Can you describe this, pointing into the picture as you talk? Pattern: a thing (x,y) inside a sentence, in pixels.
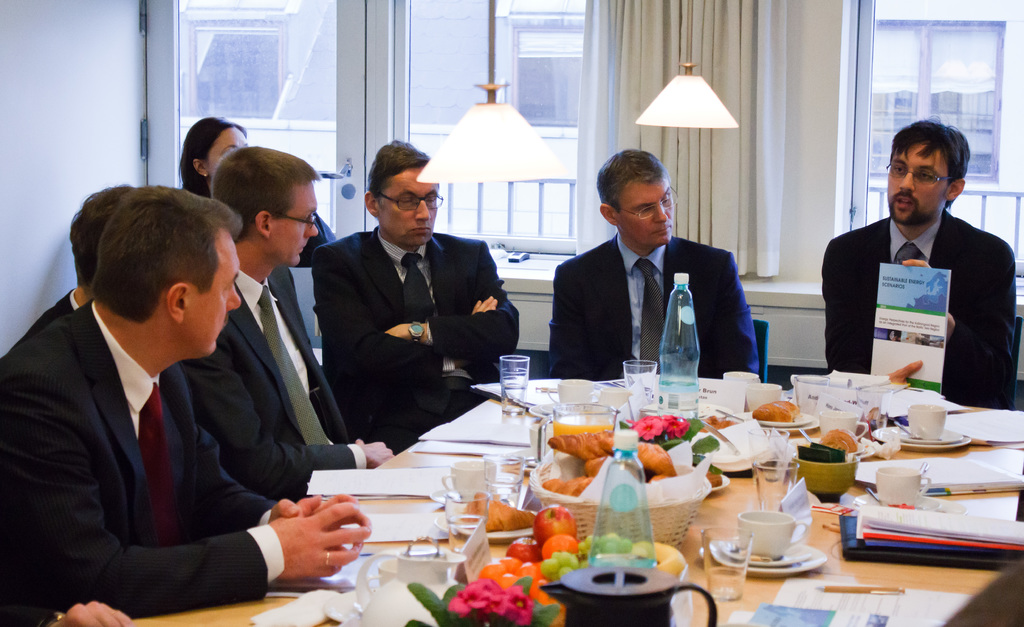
This picture is taken inside the room (801,277). In this image, we can see a group of people (672,272) sitting on the chair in front of the table (968,584). On that table (968,584), we can see two bottles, glasses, coffee cup (887,479), books (798,616), papers (790,603), bowl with some food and bowl (676,567) with some fruits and a cloth (283,610) on the table (905,568), pen (885,591), plate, water glass (481,495), plant (477,621) with some flower (508,616). On the right side (899,377), we can see a man (1005,295) sitting on the chair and holding a book (906,290) in his hand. In the background (560,98), we can see few lights (531,163), glass windows (972,107), curtains (773,116). On the left side (75,157), we can see a wall (53,215).
